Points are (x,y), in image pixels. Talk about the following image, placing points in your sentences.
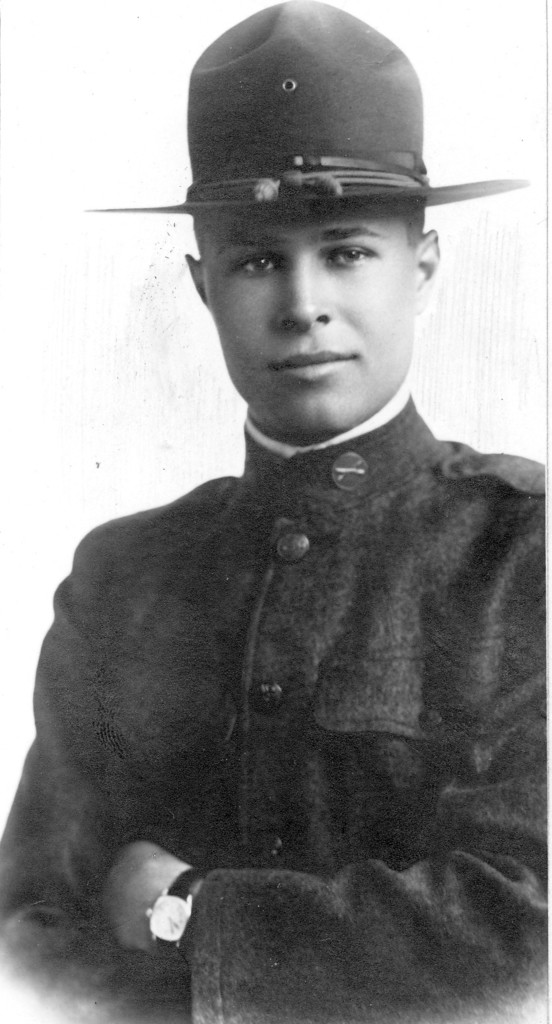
Here in this picture we can see a person (151,673) wearing a uniform (208,774) with a hat (420,149) and we can see the person (344,369) is smiling and we can see the picture is a black and white image.
